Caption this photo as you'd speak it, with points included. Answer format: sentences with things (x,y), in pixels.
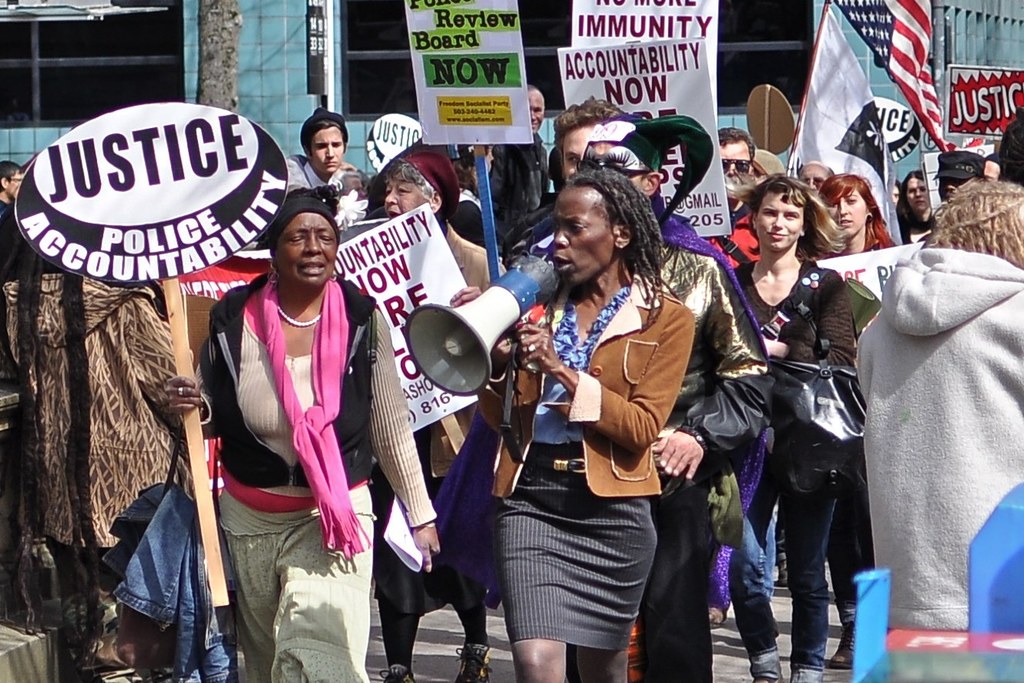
In this image we can see some group of persons (358,386) walking through the road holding some boards (240,142) in their hands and we can see a person (566,333) in the foreground of the image (522,349) holding microphone (488,342) in her hands (493,357), sloganeering and in the background of the image (386,92) there is a building (279,123).
